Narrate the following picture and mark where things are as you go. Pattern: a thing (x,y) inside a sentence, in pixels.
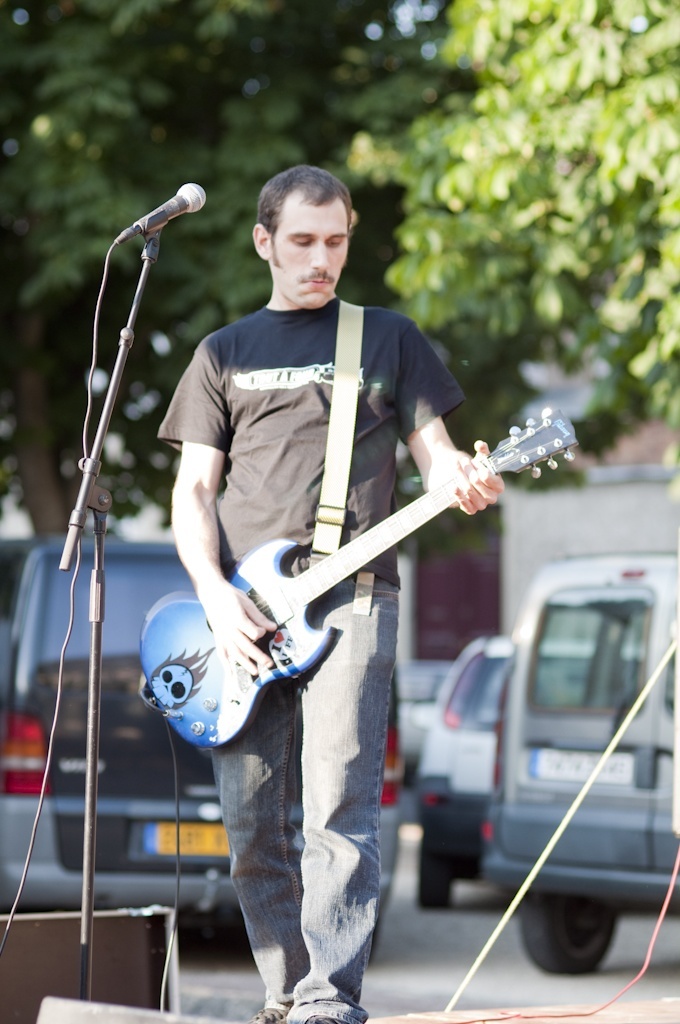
A man (377,499) is playing guitar (374,539). Here there is a microphone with stand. In the background (163,108) there are vehicles (400,739) and trees (60,159).
